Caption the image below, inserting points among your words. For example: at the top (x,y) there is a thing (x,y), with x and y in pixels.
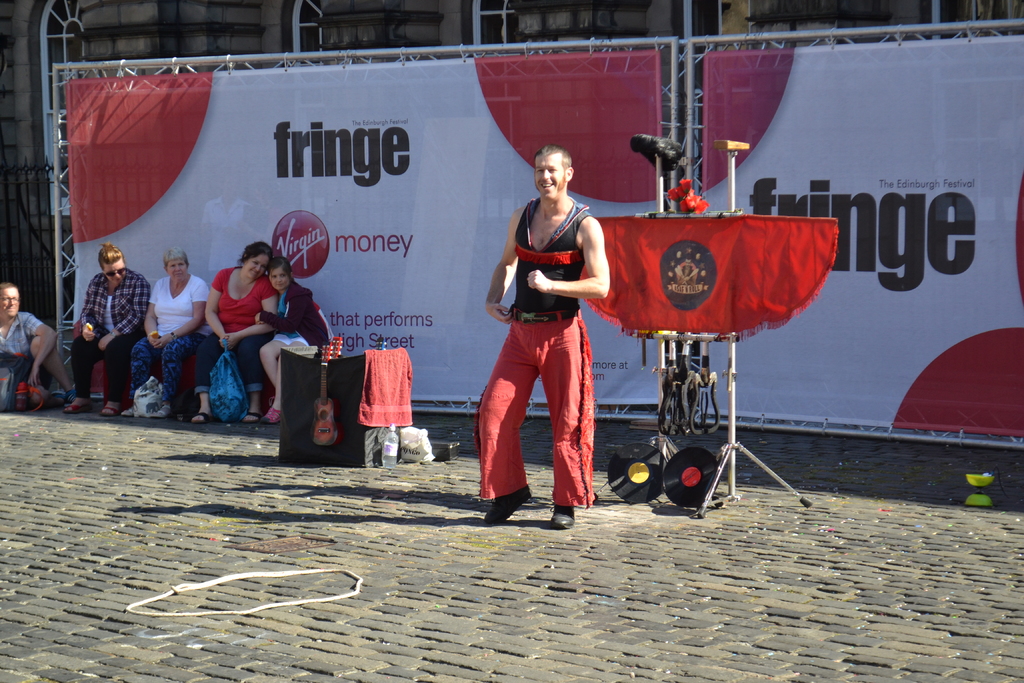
This picture is clicked outside. In the center (531,323) there is a man (569,293) smiling and seems to be dancing on the ground (542,430). On the left (112,351) we can see the group of persons (140,322) sitting on a bench (188,374) and there are some objects (334,420) placed on the ground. On the left corner (17,317) there is a person (23,324) squatting on the ground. In the background (844,263) we can see the metal rods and banners (529,70) on which the text (909,214) is printed and we can see the building (380,40).
